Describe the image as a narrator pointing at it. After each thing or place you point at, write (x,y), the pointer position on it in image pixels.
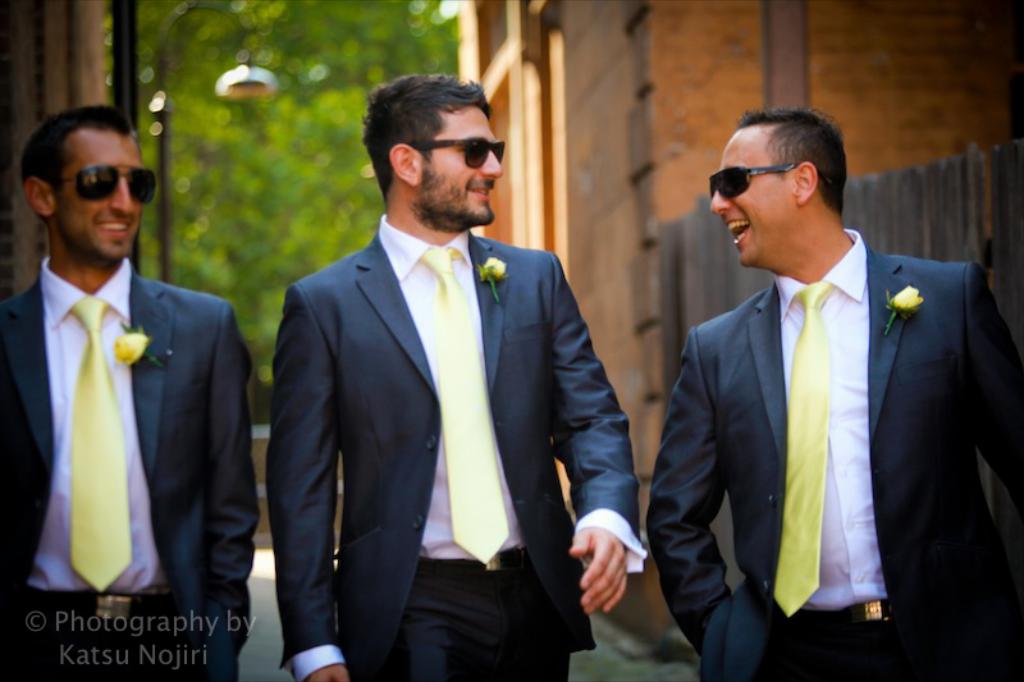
In this image there are three persons (580,412). They are wearing suit (182,487), tie (470,326) and goggles (481,149). Behind them there are two buildings (528,215). In between the building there is a tree (244,191). Before the building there is a street light (160,155).
